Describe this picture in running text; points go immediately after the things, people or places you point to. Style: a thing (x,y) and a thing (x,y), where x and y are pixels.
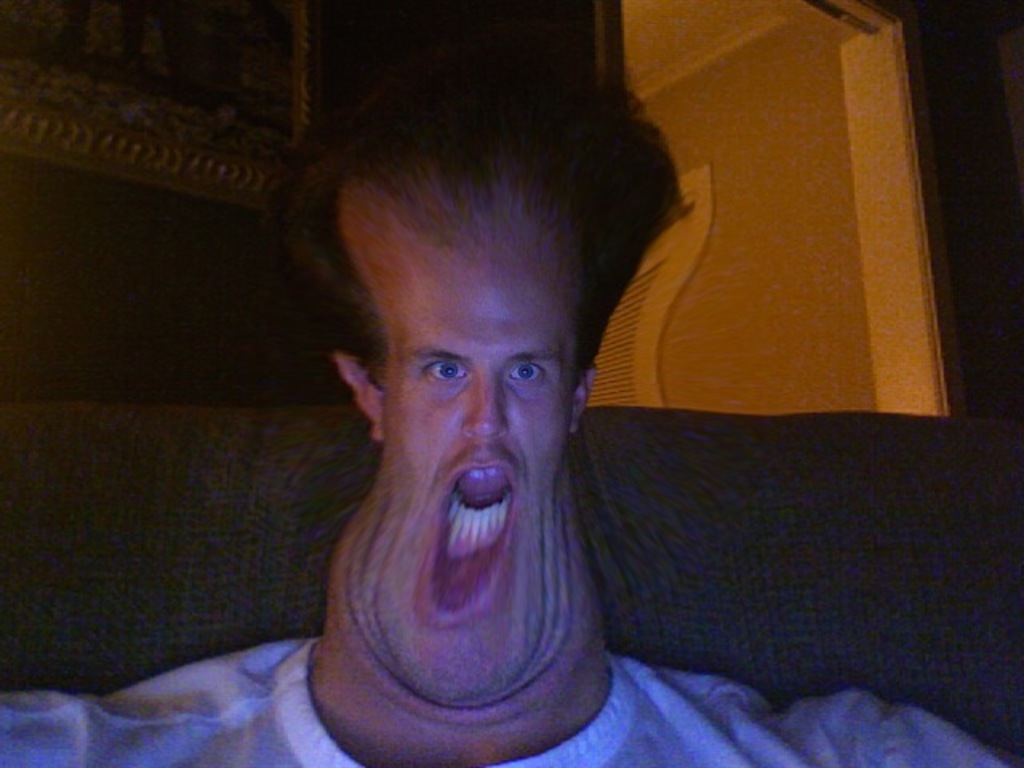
In this image a person (391,645) is sitting on the sofa (651,604). Behind there is a wall (977,258) having a picture frame (92,149) attached to it. Right side (888,389) there is a door (902,322).
